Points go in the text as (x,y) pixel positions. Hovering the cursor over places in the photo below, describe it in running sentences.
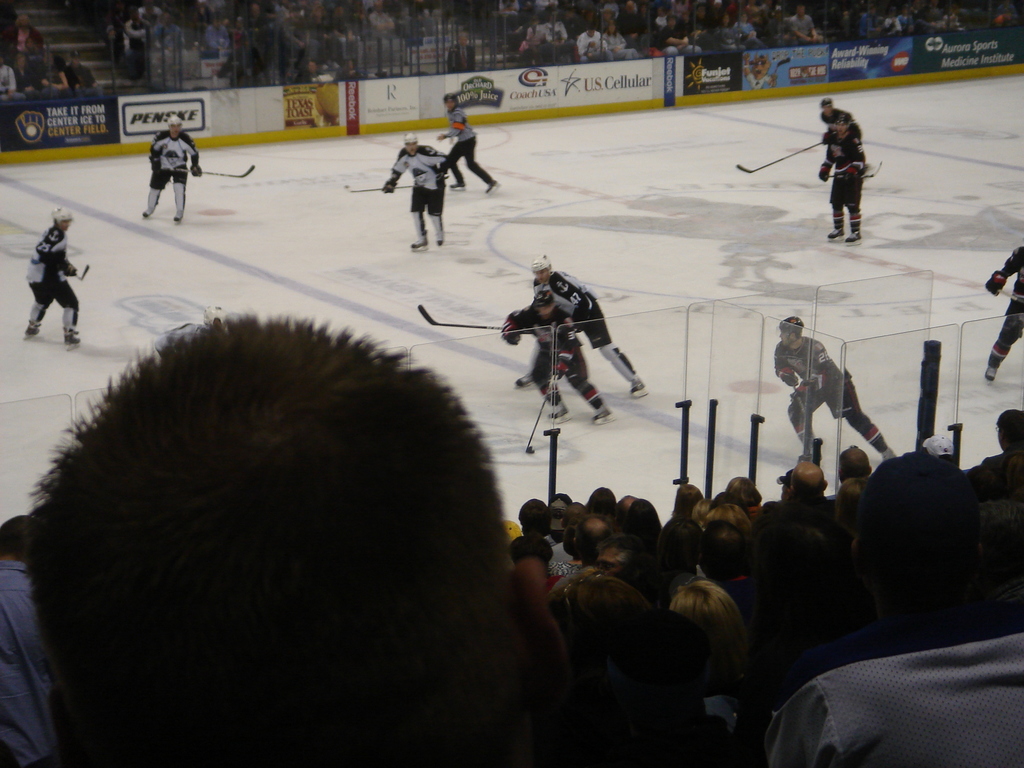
In the image we can see there are spectators (592,535) watching the people (69,336) standing on the ground (537,192) and there is ice (768,225) on the ground (616,219). There are people (594,402) wearing ice skates (635,382) and holding stick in his hand (512,341) and there are other spectators (591,35) watching them.
